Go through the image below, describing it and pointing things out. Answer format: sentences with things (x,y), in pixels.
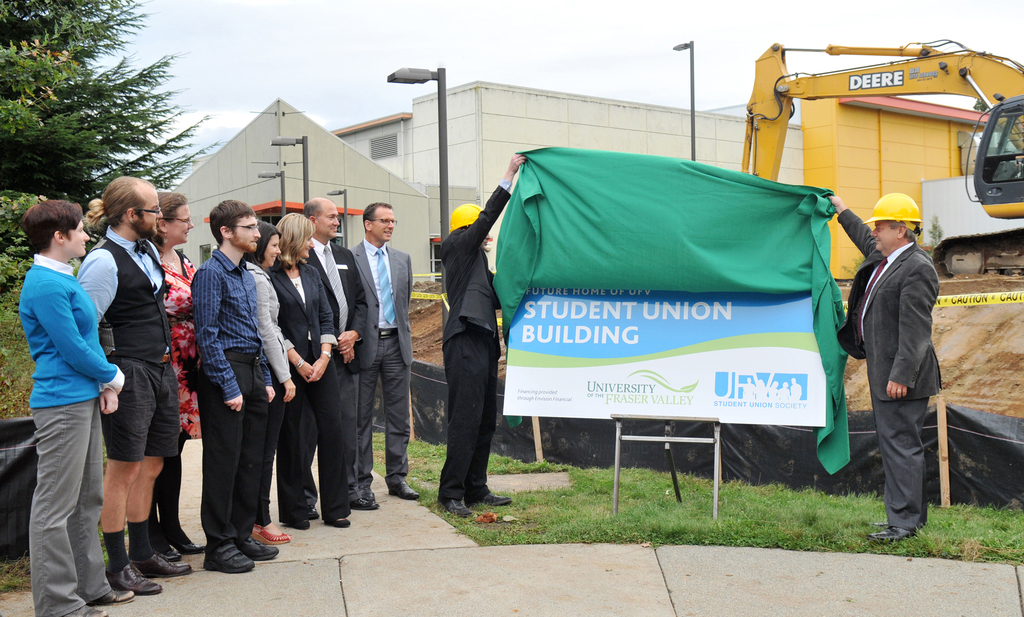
In the center of the image (680,331) we can see a board (651,374) with stand (718,437) and two people (905,445) are standing and wearing the suits (455,241), helmets (453,224) and holding a cloth (685,257). On the left side of the image (90,131) we can see the trees (89,58) and some people (241,322) are standing. In the background of the image (406,149) we can see the buildings (352,127), window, poles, lights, bulldozer (825,91), fence (951,477), grass (771,488). At the bottom of the image (511,608) we can see the floor (470,578). At the top of the image (545,64) we can see the sky (632,76).
